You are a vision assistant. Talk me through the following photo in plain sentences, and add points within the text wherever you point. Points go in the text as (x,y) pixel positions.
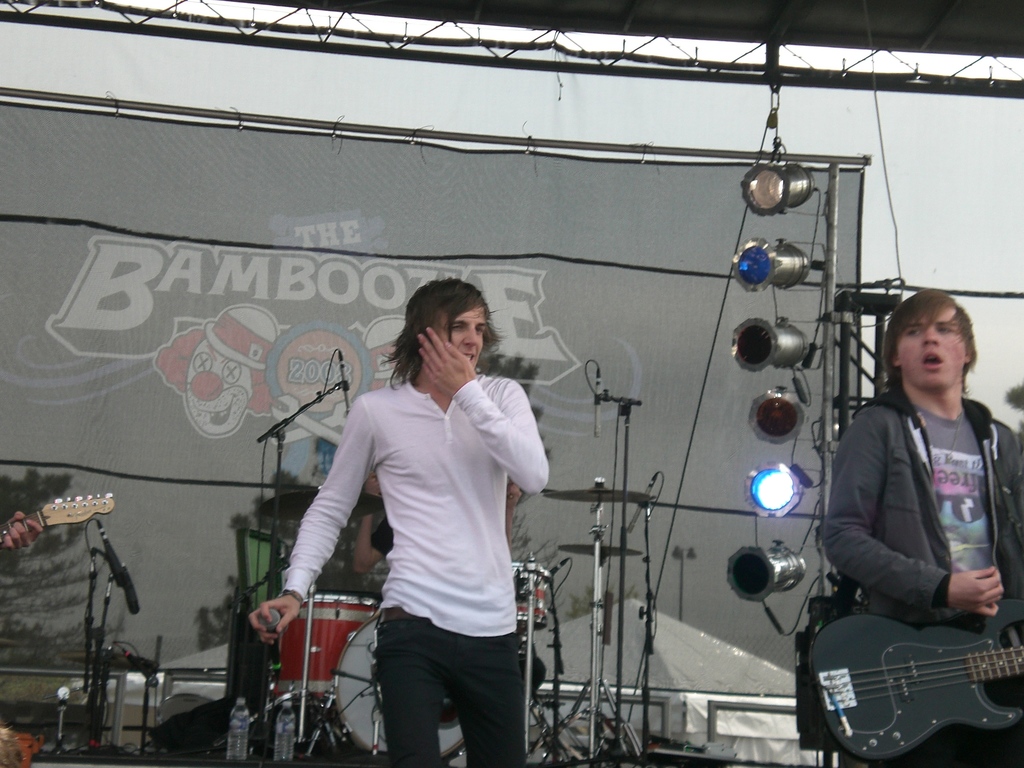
The man (496,529) in white t-shirt (408,578) is holding a mic (276,616). The man (929,343) in jacket (909,453) is playing a guitar (917,672). These are focusing lights (761,188). This is a banner (783,538). These are musical instruments (71,517).
